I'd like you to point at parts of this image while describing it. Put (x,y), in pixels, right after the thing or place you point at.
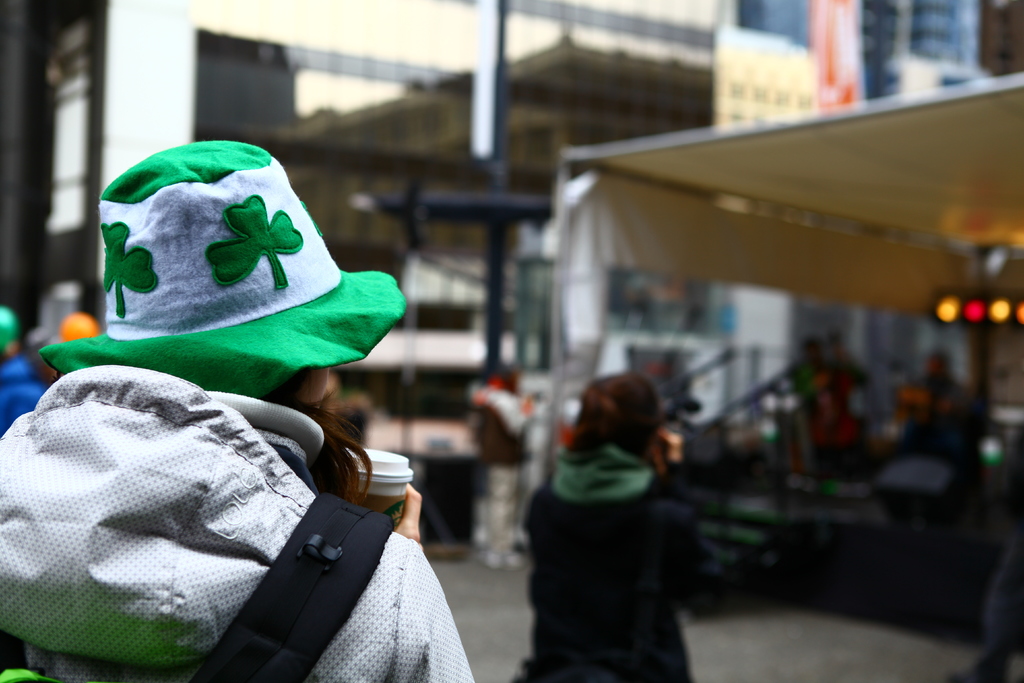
In the image there is a person (106,490) holding a coffee cup (382,505) and the person (231,510) is turning towards the back (149,511), in front of the person (308,505) it looks like there are some buildings (278,127) and many other people (610,394).
